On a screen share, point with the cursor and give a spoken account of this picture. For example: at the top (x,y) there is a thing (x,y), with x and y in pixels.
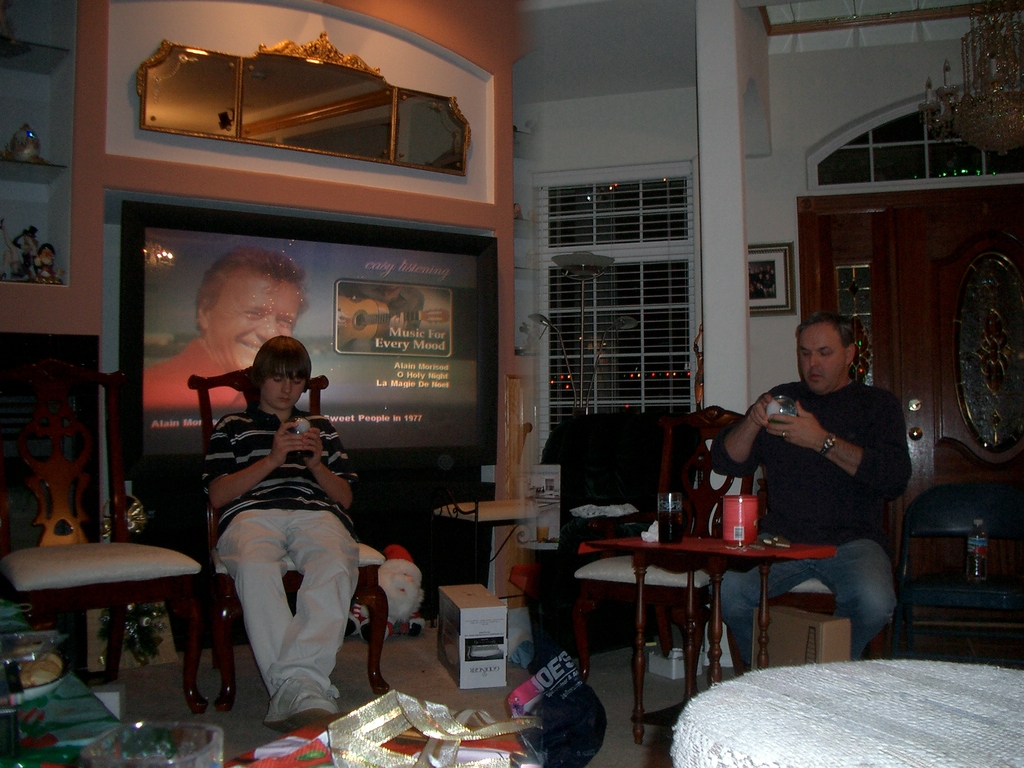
This picture is clicked inside a room (618,721). There is a man (853,558) sitting on chair (802,591) to the right corner of the image (867,534). In front of him there is a table (733,552) and on it there is a tin (737,538) and a glass (673,520). Behind him there is a door (958,302). There is a boy (212,494) sitting on chair (214,508) to the left side of the image (215,506). Behind him there is a big television (339,325). To the above left corner of the image (34,210) there is a shelf (31,191) and sculptures (6,231) are placed in it. To extreme right corner of the image (925,576) there is a bottle (985,579) on the chair (971,585). There are boxes (443,627), toys (407,600) and decorative items (460,714) on the floor (477,700). In the background (502,570) there is wall (679,104), a picture frame (764,251) and mirror (295,125).
